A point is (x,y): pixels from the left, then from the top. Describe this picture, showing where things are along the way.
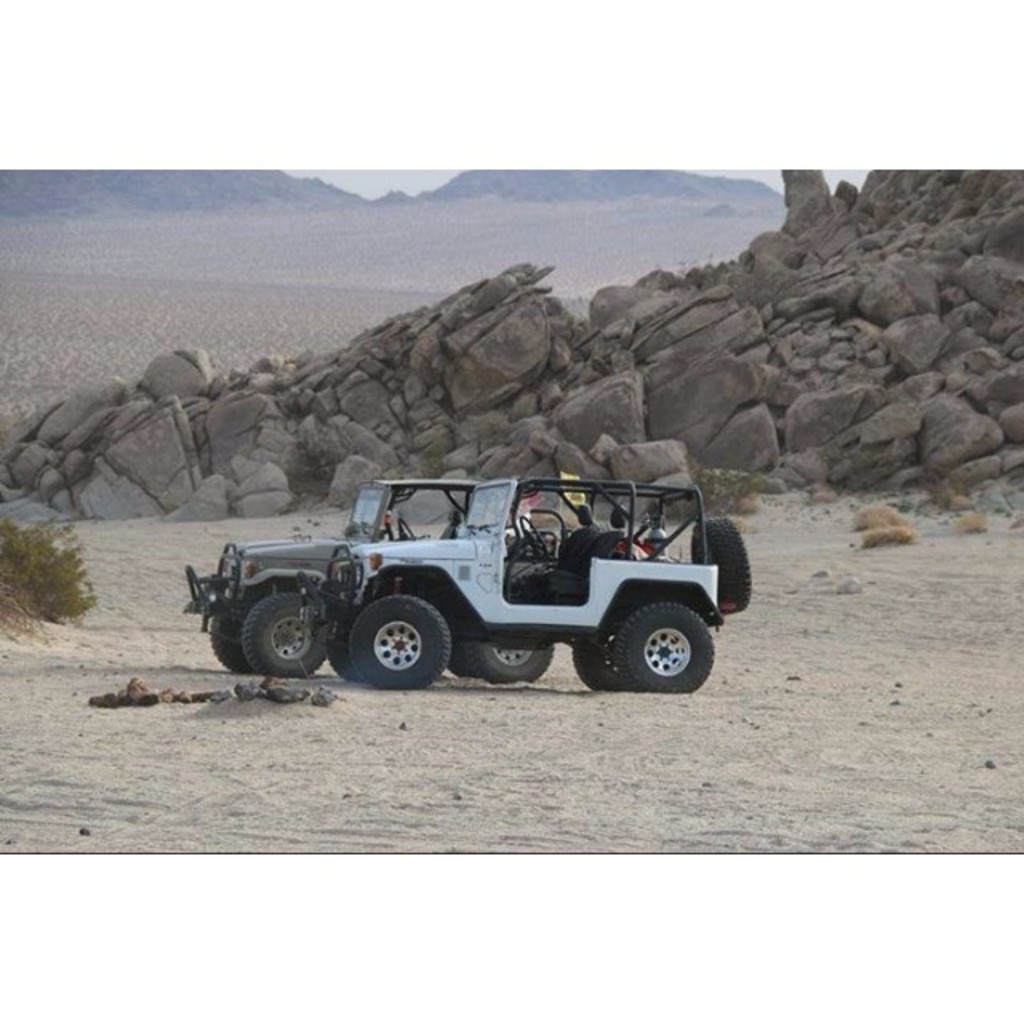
In the middle (362,648) I can see two jeeps (274,640) on the ground (572,724). In the background (994,484) I can see mountains (908,378) and the sky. This image is taken may be during a day.
